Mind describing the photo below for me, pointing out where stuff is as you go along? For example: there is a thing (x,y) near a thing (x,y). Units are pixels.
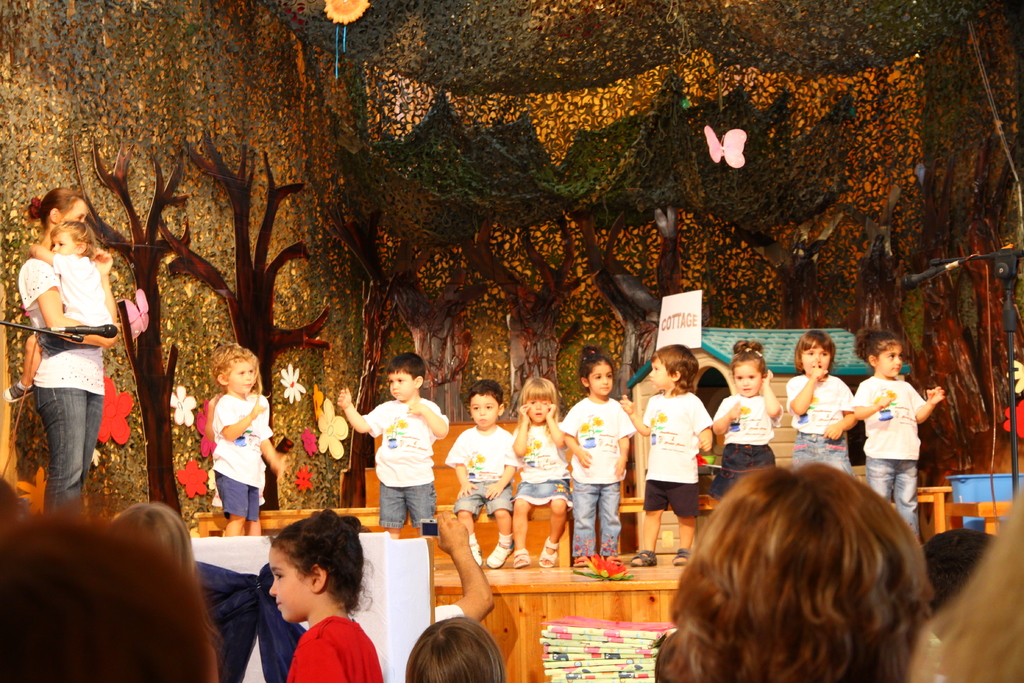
This is looking like a stage (523,569). Here I can see few children (485,454) are wearing white color t-shirts (480,445), standing on the stage (544,575) and giving some performance. On the left side (61,316) there is a woman (51,278) standing and carrying a baby (76,284) in her hands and looking at these children (418,409). At the bottom of the image (760,632) I can see few persons (141,631). In the background (347,265), I can see some stage decoration (491,185).
